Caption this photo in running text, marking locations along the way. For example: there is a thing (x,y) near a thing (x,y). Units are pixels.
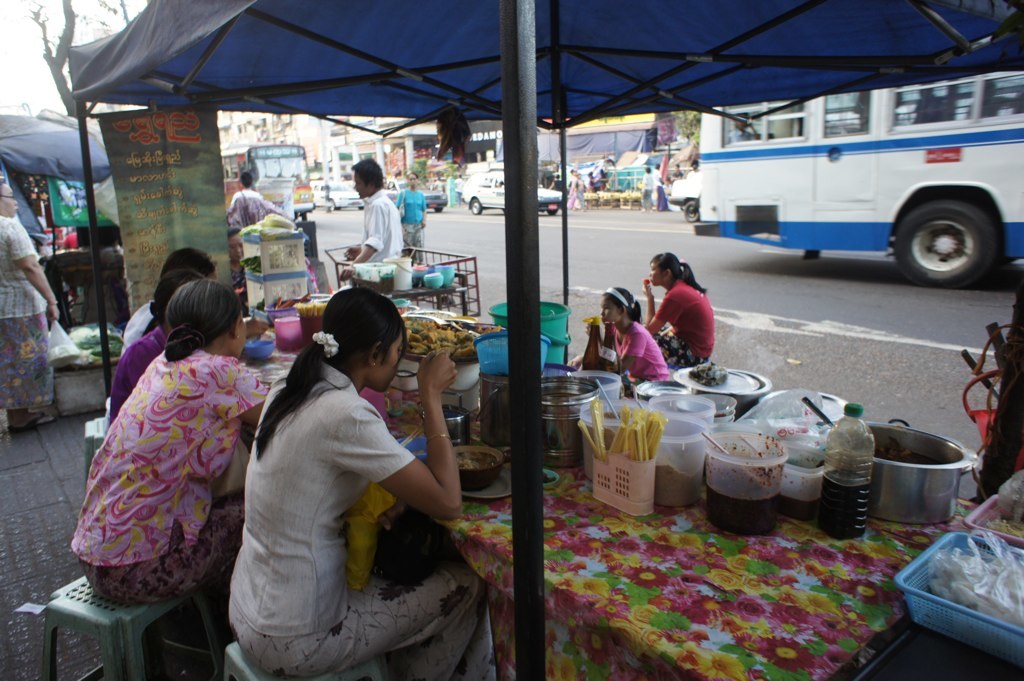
In this picture I can see few persons (267,465) are sitting on the left side (269,499), in the middle (621,408) there are food items (641,405), in the background (717,187) I can see the vehicles (706,197) and buildings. At the top (290,15) it looks like a tent (202,66).
